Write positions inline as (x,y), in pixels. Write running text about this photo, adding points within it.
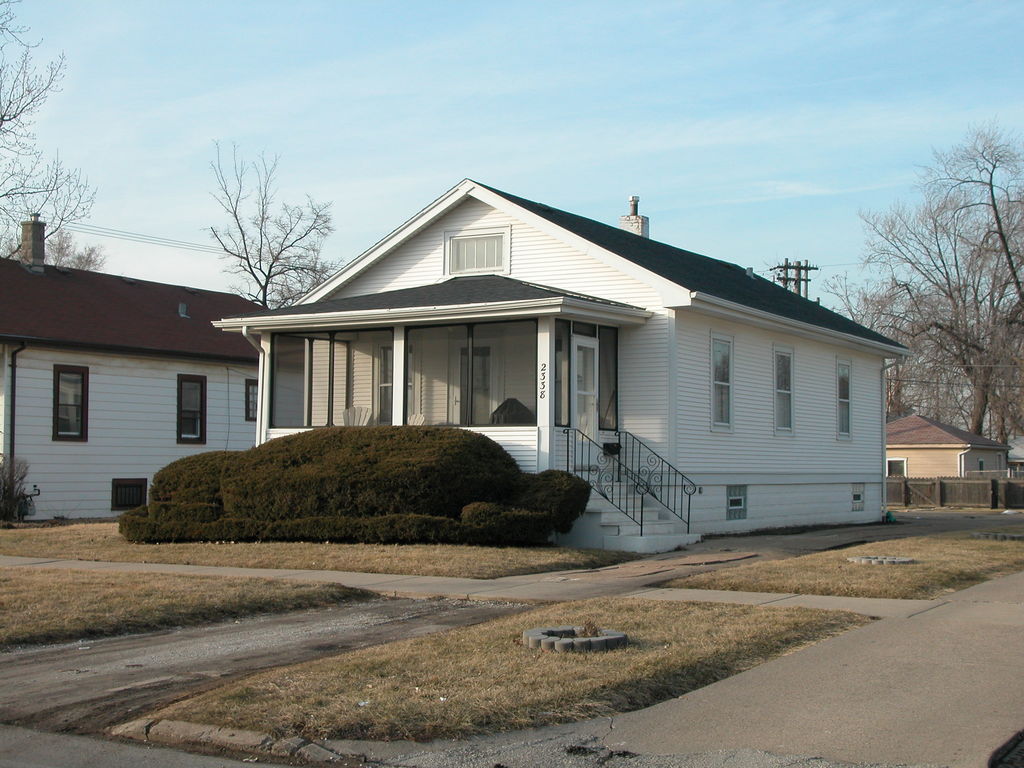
In this image we can see dry grass (564,605) on the land (643,692), plants (211,489), fence (959,490), dry trees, poles (777,273) and houses (553,421). At the top of the image (444,90) we can see the sky (157,84).
